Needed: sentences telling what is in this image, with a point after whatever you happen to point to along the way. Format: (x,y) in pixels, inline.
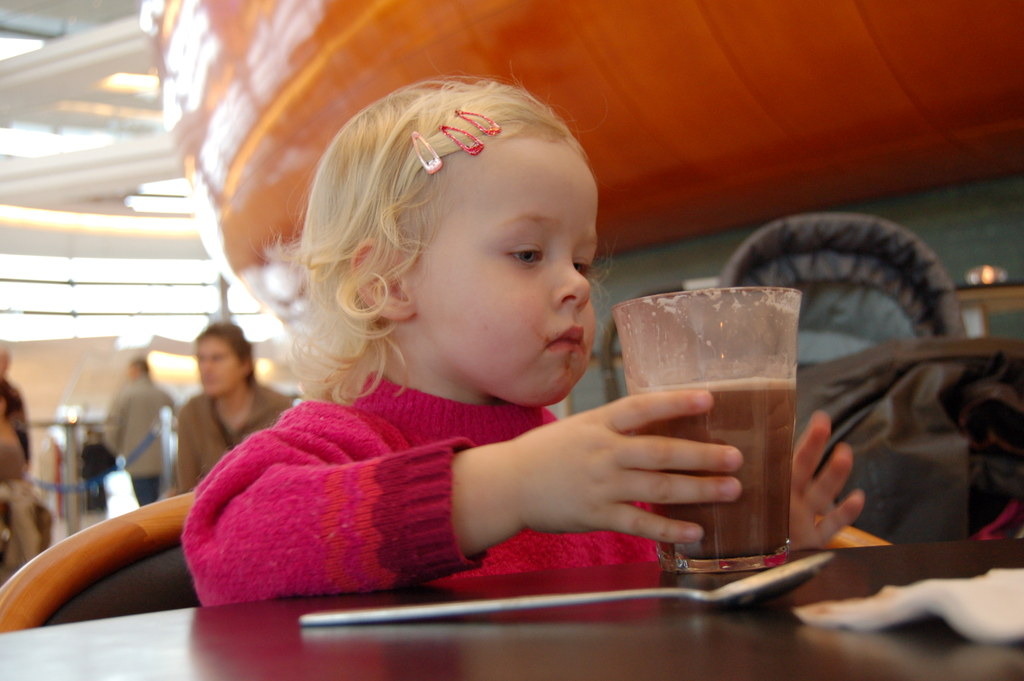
In this picture I can observe girl (487,472) sitting on the chair (155,557) in front of a table (696,663). There is a glass (731,535) placed on the table (512,624). The background (116,252) is blurred.
